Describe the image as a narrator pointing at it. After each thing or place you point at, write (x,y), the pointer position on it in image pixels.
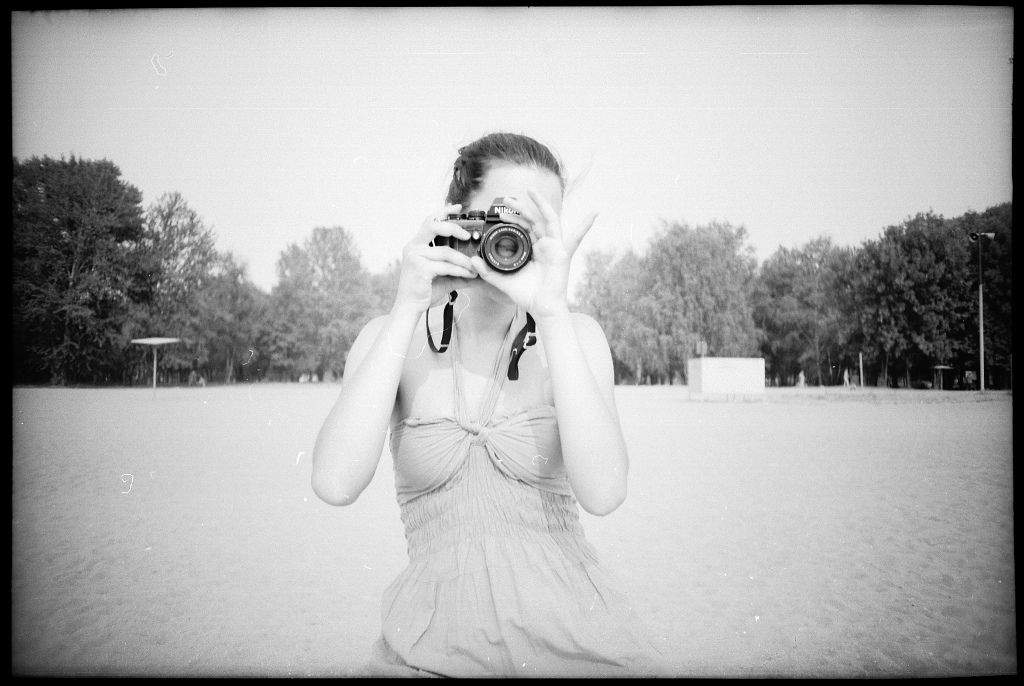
In this picture we can see a woman (461,443) holding camera (463,220) with her hand (461,254) and taking picture and in the background (629,286) we can see trees (256,312), pole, box (701,391), sky (246,102).
